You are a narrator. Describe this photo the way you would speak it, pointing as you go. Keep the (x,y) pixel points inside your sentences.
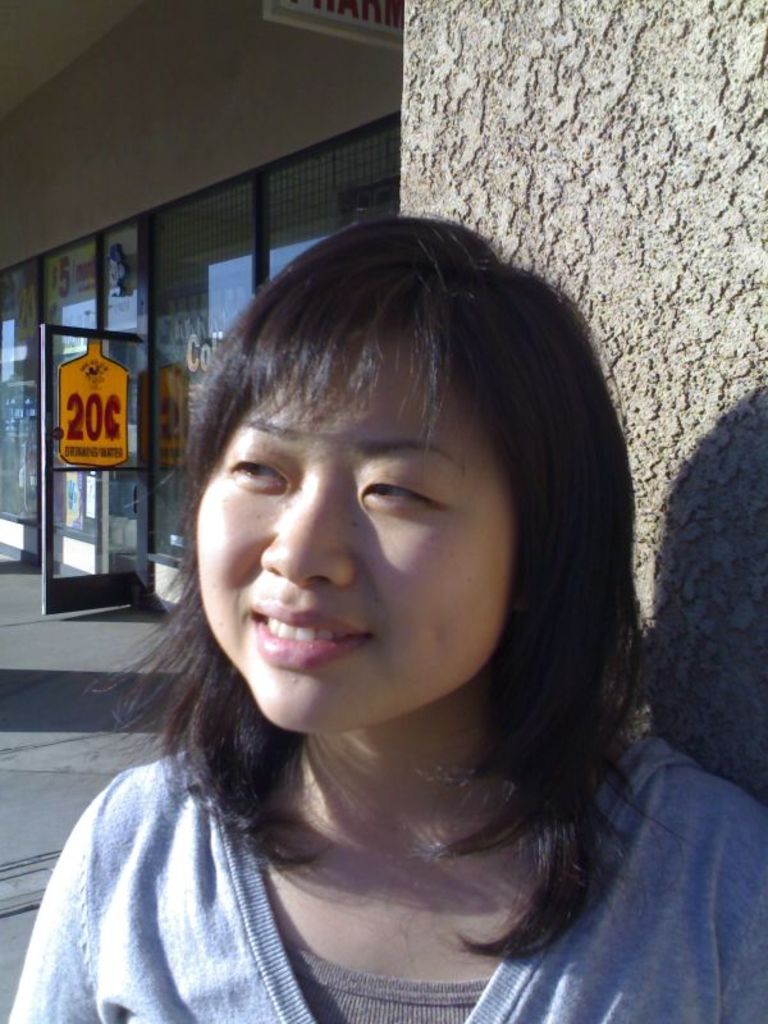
In this picture there is a woman (580,718) smiling, behind her we can see wall (670,282). In the background of the image (127,377) posters (78,375) on glass (74,318) and board (121,382).
